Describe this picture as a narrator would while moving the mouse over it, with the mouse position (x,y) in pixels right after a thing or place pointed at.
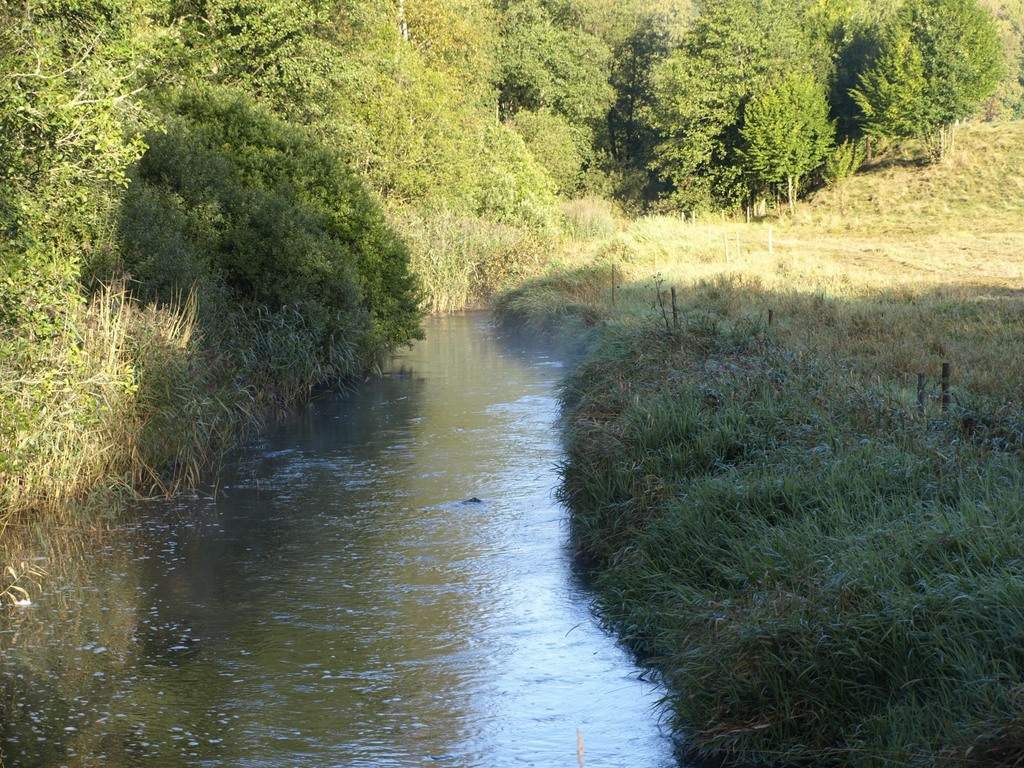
In this picture I can see many trees (394,171), plants (403,156) and grass (970,192). At the bottom (188,663) I can see the water flow (524,564).
